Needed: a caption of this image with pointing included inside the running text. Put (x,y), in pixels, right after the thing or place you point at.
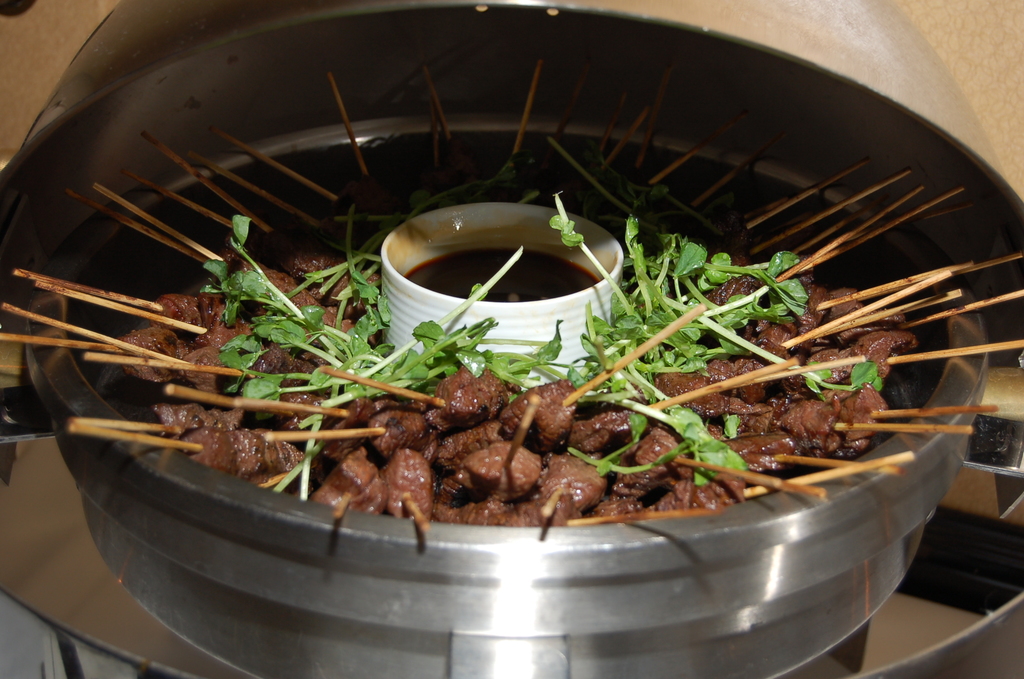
In a dish (433,515) there is a cooked food item (288,420) and to each of the food item (549,418) there is a stick (636,351) inserted into the item (545,410) and in between there is a sauce (528,269).
